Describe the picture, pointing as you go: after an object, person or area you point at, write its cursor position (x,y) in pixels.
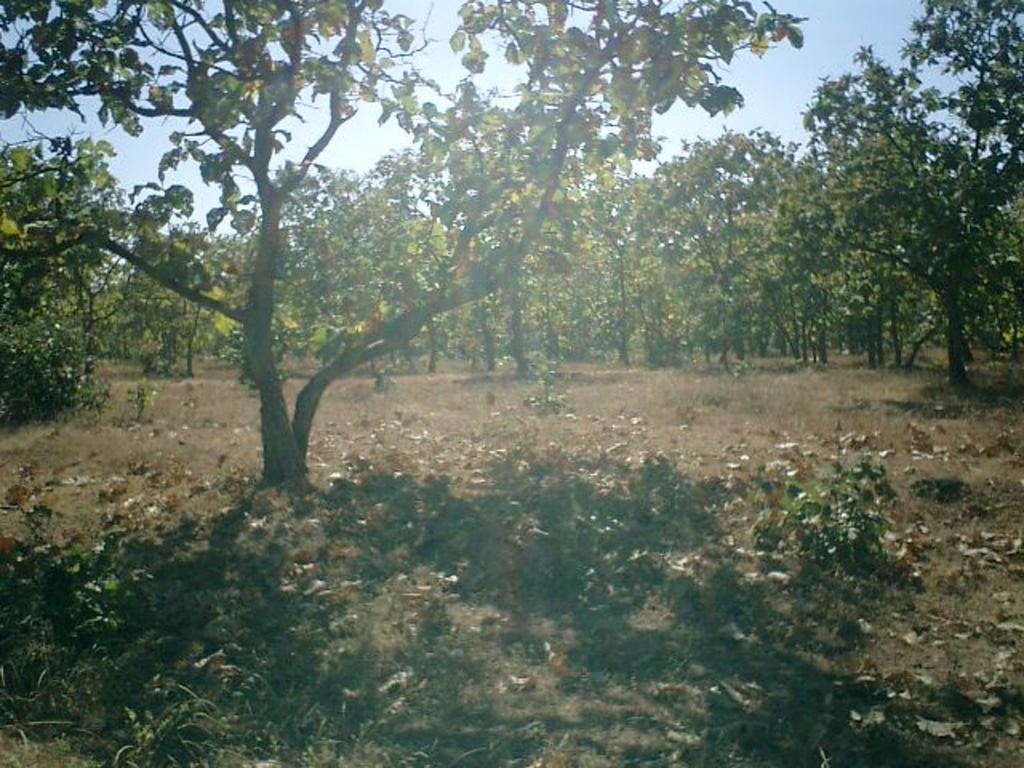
In this picture I can see number of trees (613,324) and in the background (395,77) I see the sky (283,125).
